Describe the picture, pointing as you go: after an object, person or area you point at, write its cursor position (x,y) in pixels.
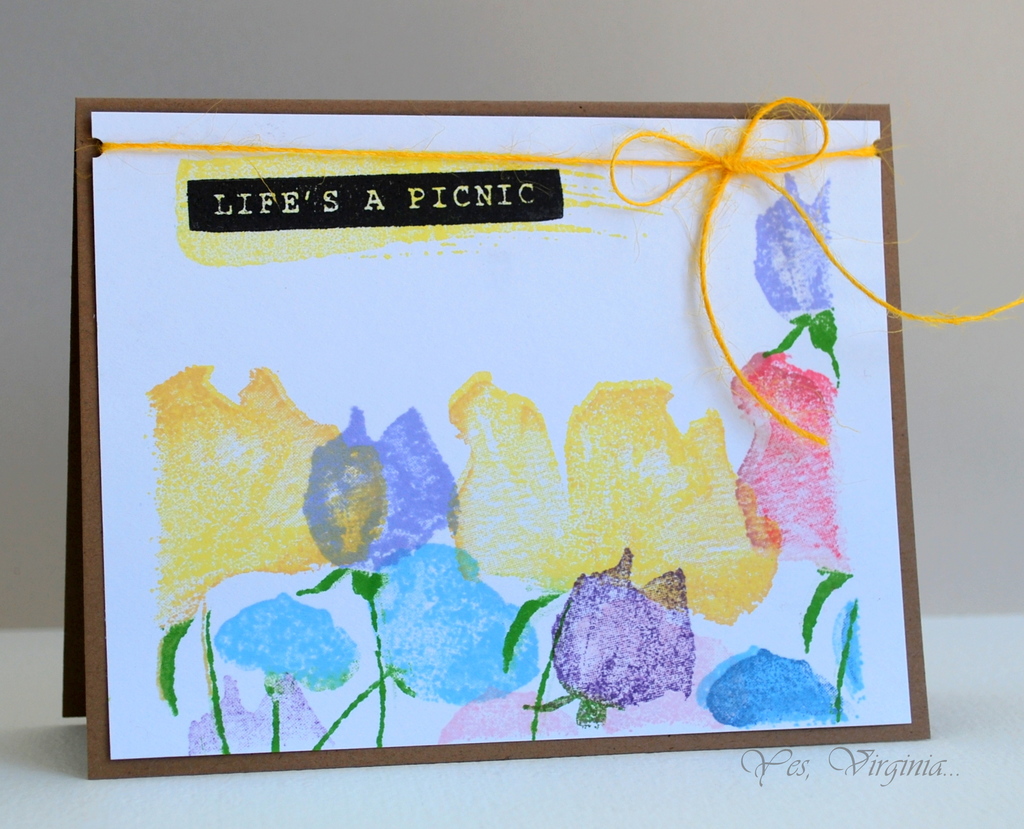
In this image there is a poster card (514,478) with sketch (417,551) of flowers (358,489) and text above it on a table (54,631), at the bottom of the image (852,774) there is any text (865,748).
